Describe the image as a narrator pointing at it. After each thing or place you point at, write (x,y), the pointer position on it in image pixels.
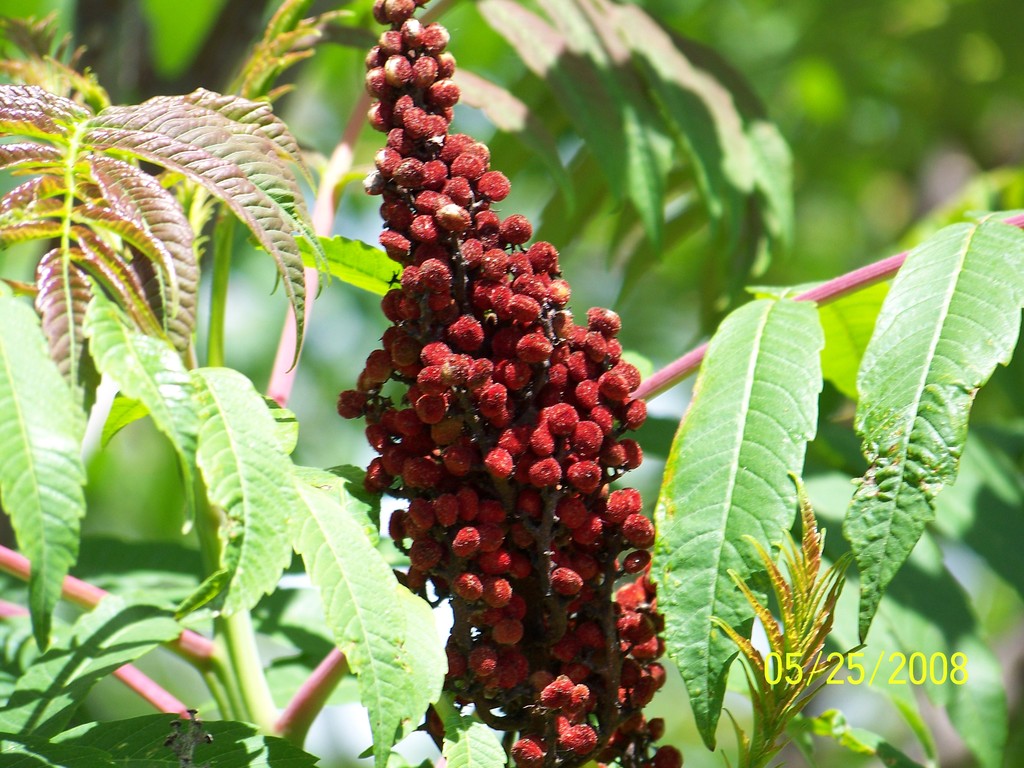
The picture consists of fruits (429,196), leaves (242,746) and a plant (782,384). The background (739,47) is blurred. In the background (631,100) there is greenery (719,228).
